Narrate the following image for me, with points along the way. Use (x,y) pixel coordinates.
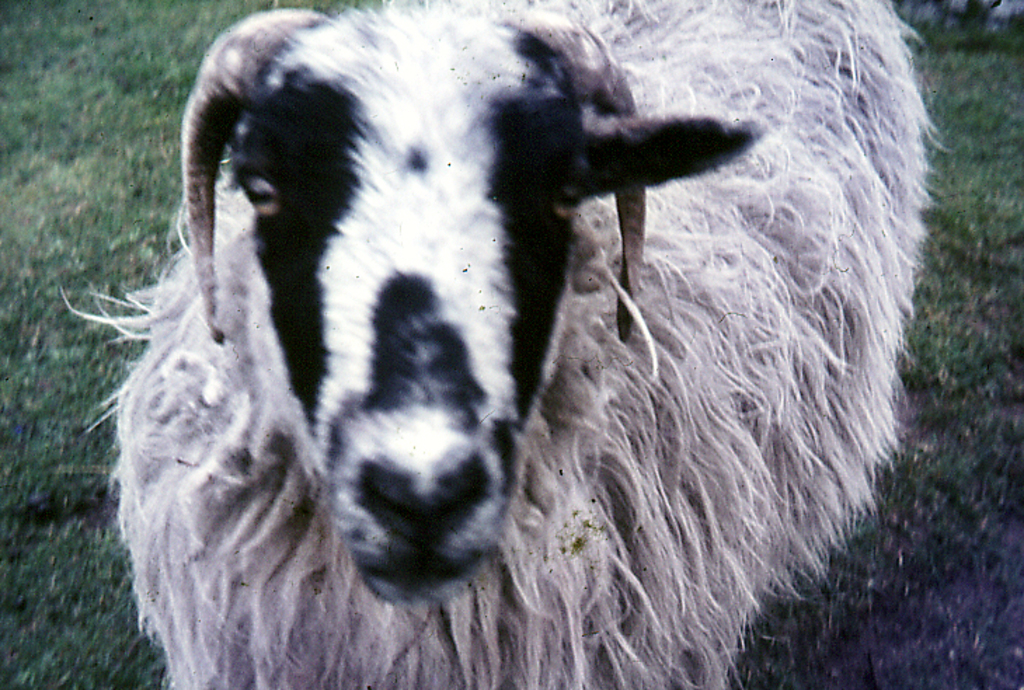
In this picture there is an animal (769,184) standing. At the bottom (19,600) there is grass (26,525). At the top right (960,7) it looks like an animal (979,7).
